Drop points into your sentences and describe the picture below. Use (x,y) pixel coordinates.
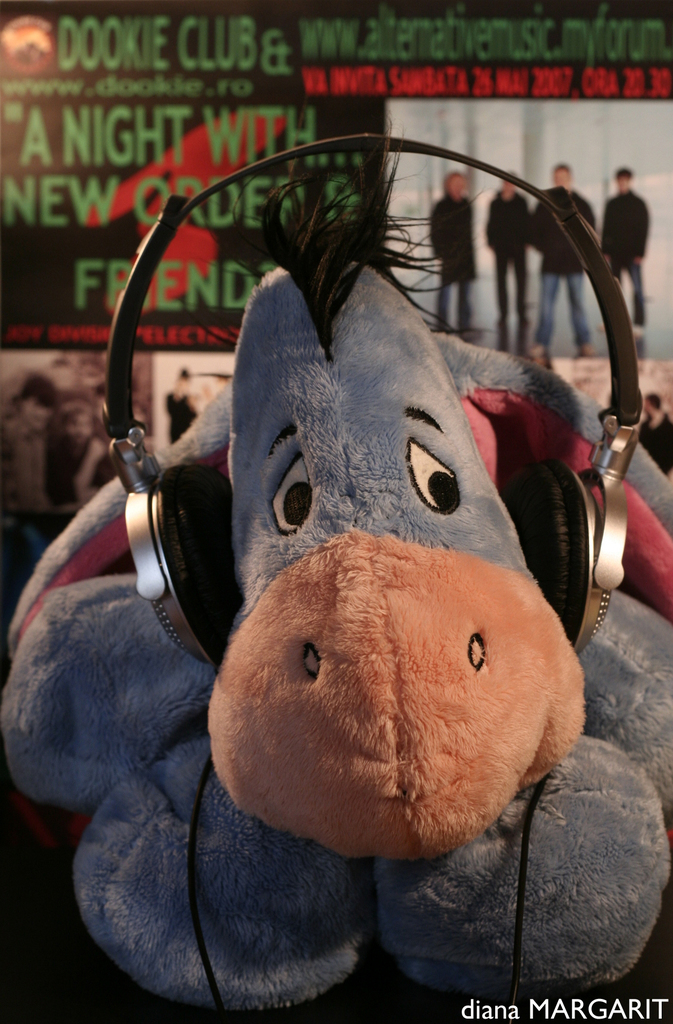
In this image I can see the toy (612,666) is wearing headset (564,209). In the background (187,48) I can see the poster (331,165) in which I can see few people (444,237) are standing and something is written on the poster (463,146).
